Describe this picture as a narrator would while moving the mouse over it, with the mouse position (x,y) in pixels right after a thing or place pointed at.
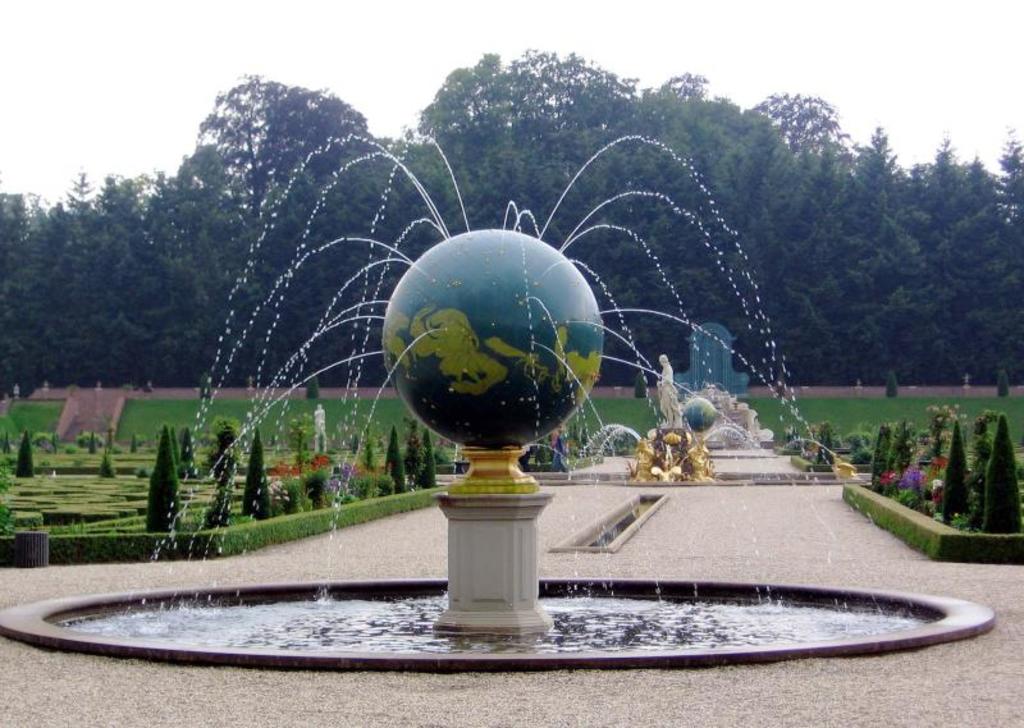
Front portion of the image we can see water fountain (499,652). Background (1002,466) portion of the image we can see plants (995,477), bushes (904,518), grass (160,409), statues (668,432), water fountains (659,440), arch (713,370), trees (705,316) and sky (741,35).
